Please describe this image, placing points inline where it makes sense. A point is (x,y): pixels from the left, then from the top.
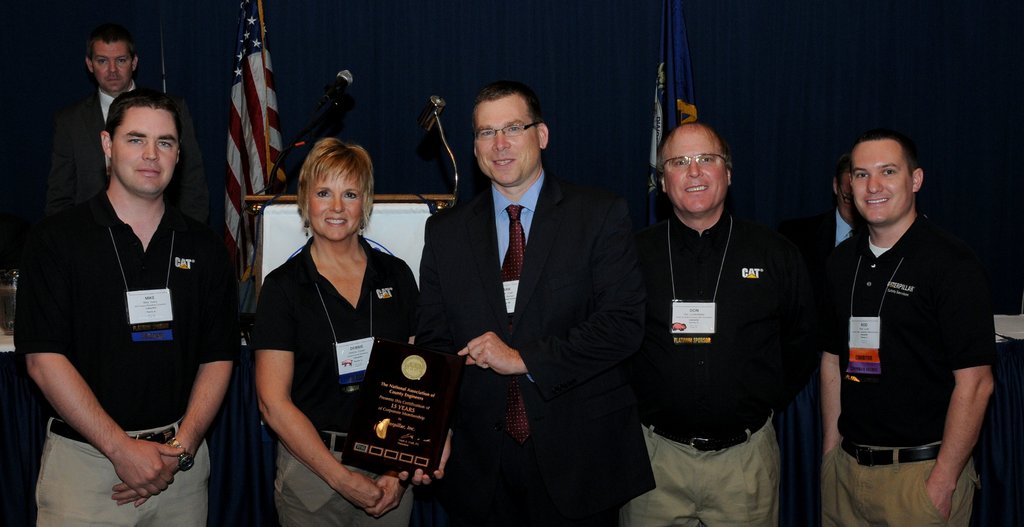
In this image we can see people (446,273) standing. The man (528,407) standing in the center (568,340) is holding an award plaque (424,436). In the background (417,225) there is a podium (385,211) and there are mics (329,93) placed on the podium (267,259). We can see flags (251,73) and a curtain (652,60).
